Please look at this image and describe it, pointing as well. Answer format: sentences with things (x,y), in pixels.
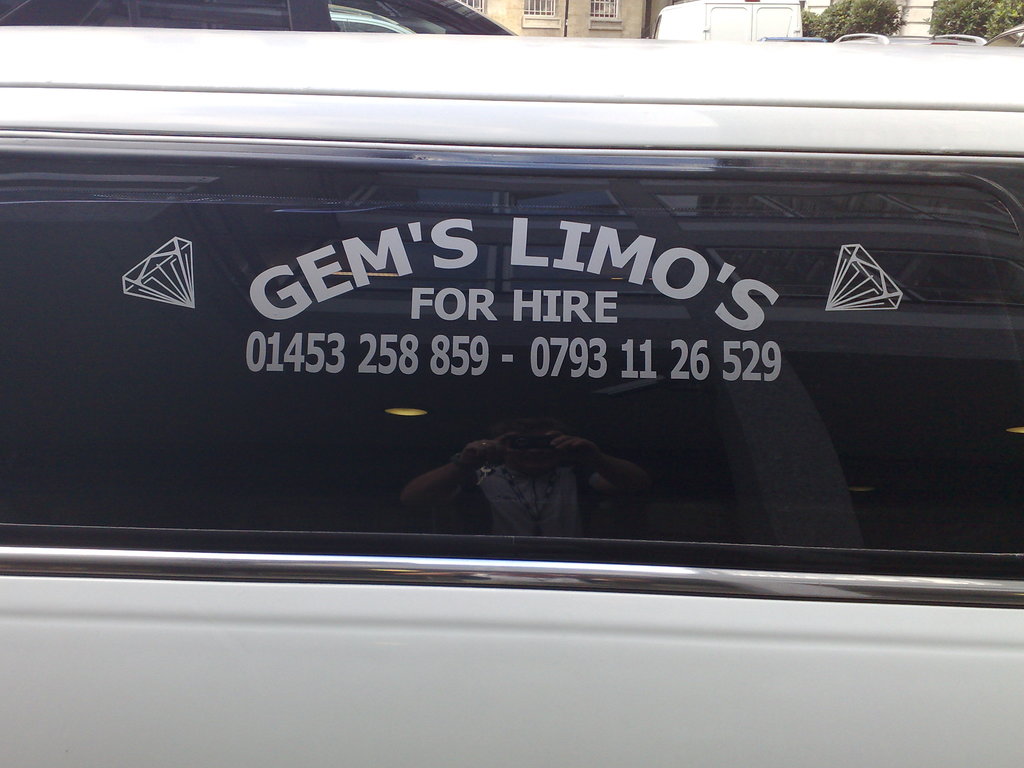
In this image, we can see a car window (701,488) contains some text (409,334).
